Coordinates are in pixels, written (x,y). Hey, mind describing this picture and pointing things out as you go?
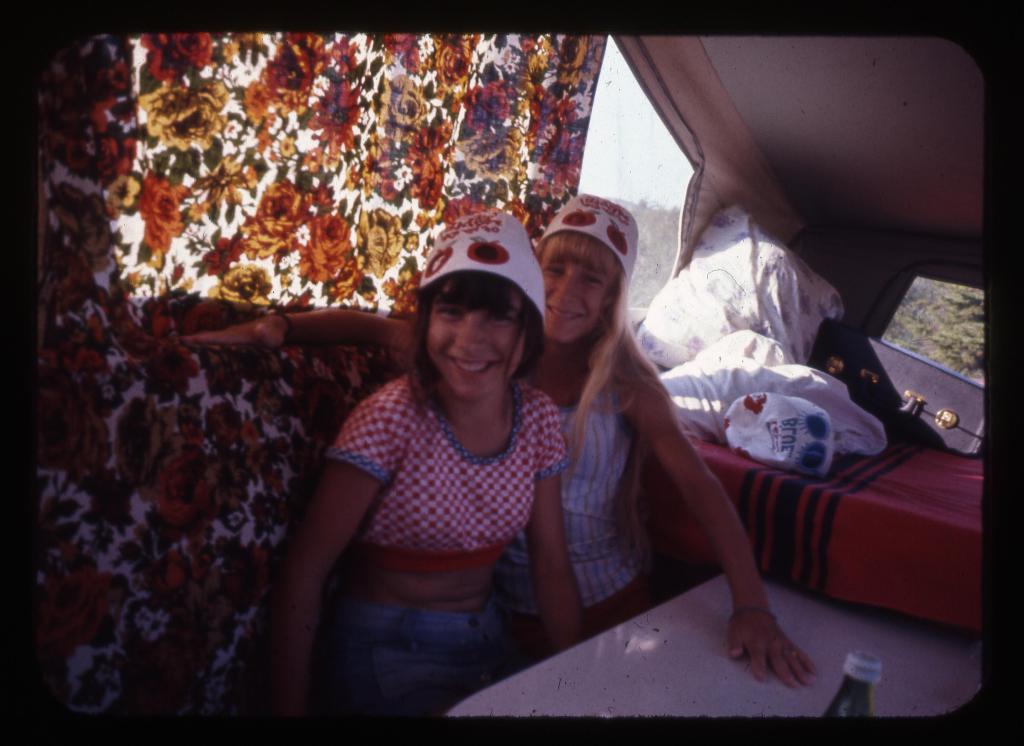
In this image I can see two girls (419,581) are sitting. I can also see smile on their faces (510,349) and I can see both of them are wearing white colour caps (493,259). Here I can see a bottle (871,678) and in the background (842,410) I can see few cushions (757,339), a briefcase (855,374) and I can also see something is written over here.
